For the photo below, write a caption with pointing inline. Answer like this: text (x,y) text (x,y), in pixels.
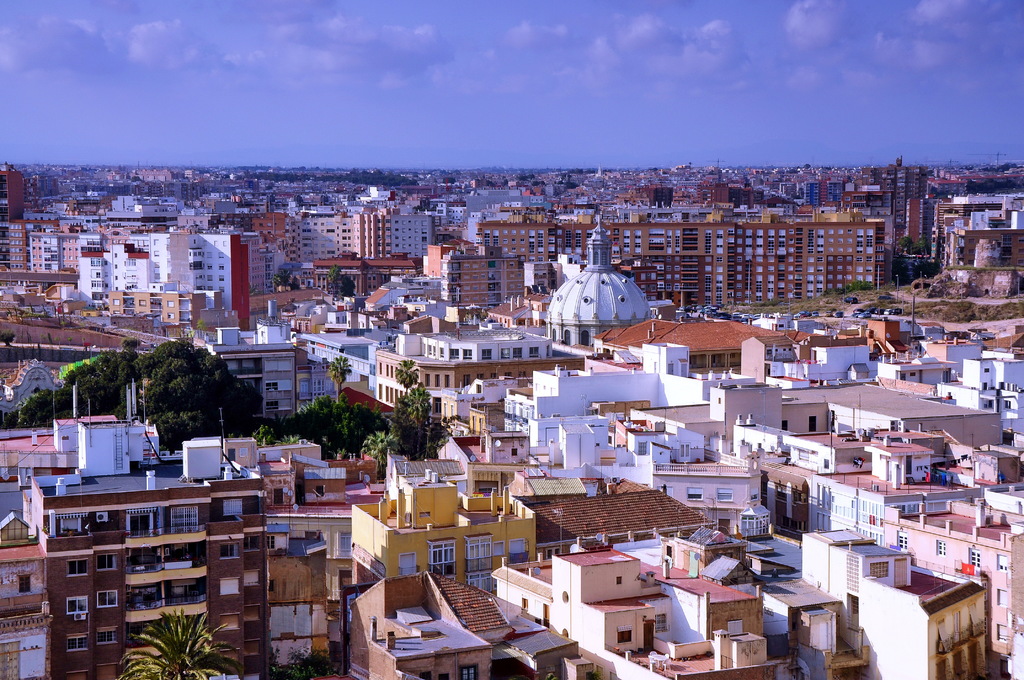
In this picture we can see buildings (391,275) here, there are some trees (217,370), we can see the sky (404,67) at the top of the picture (392,56), we can also see windows (253,540) of these buildings (424,324).
